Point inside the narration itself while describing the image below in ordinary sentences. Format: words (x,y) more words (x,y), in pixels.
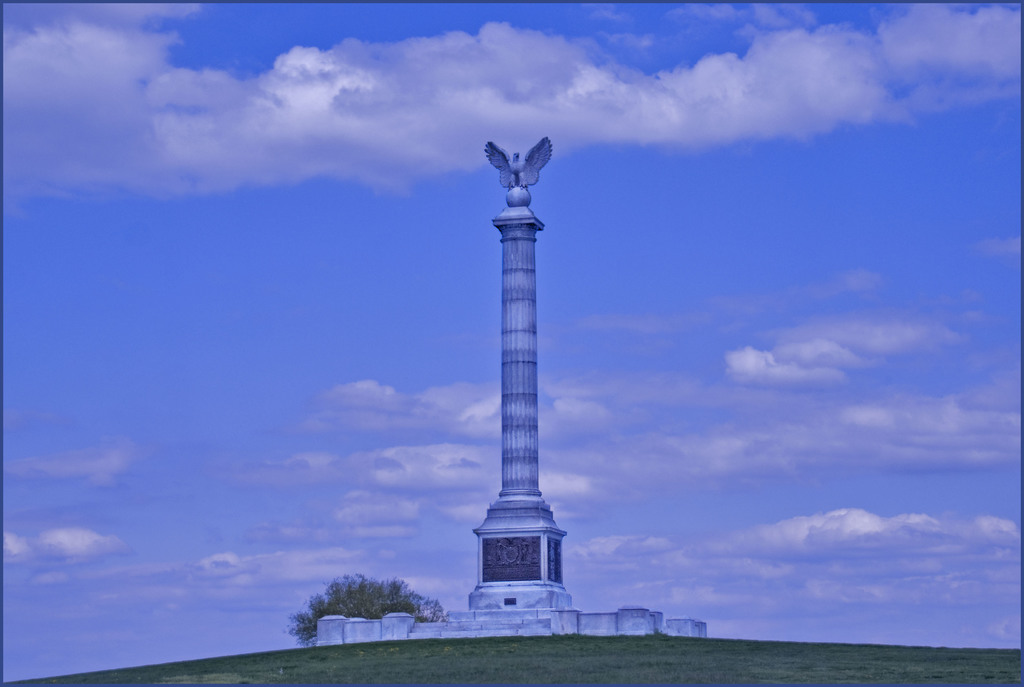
This picture is taken from the outside of the city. In this image, in the middle (513,266), we can see a pillar (513,248), on the pillar (521,213), we can also see a statue (514,185) of a bird (502,165). In the middle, we can also see a tree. At the top (641,179), we can see a sky (850,237) which is a bit cloudy, at the bottom (635,659), we can see a grass (783,675).
